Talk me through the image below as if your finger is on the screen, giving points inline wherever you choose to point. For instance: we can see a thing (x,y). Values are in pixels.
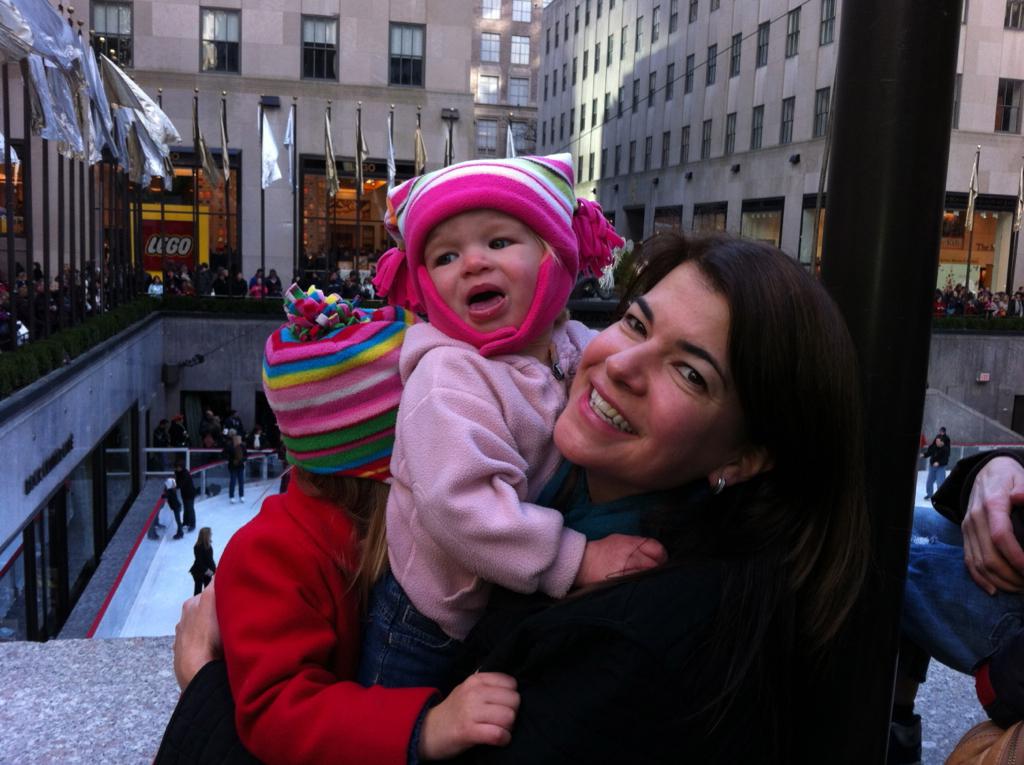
In this image a woman (639,454) is carrying children (505,495). In the background (182,192) I can see people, flags (331,195), pole (873,349), buildings (785,117) and other objects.
